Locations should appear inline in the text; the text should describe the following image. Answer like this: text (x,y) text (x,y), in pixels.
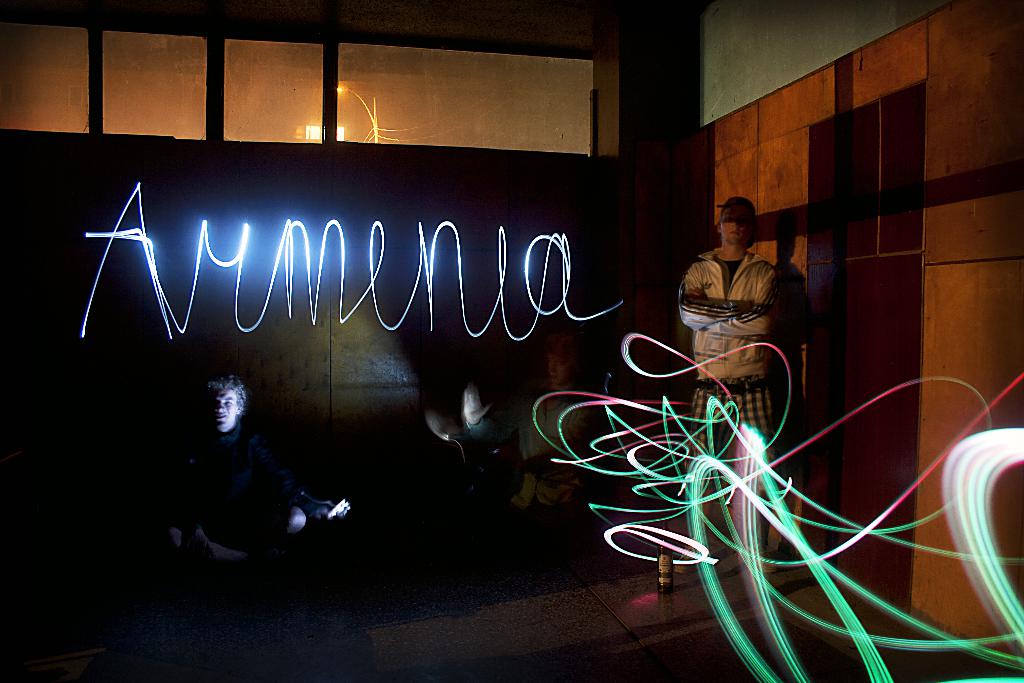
In this picture we can see the view of the dark room (753,360). In the front (753,360) there is a boy (753,360) wearing a jacket (725,344) and standing in the front (729,363). Beside we can see another boy (290,481) sitting and holding the mobile phone (338,500). Behind there is a wooden panel wall (197,172) and glass window (198,120). In the front (729,531) we can see some laser light reflection (739,537).
